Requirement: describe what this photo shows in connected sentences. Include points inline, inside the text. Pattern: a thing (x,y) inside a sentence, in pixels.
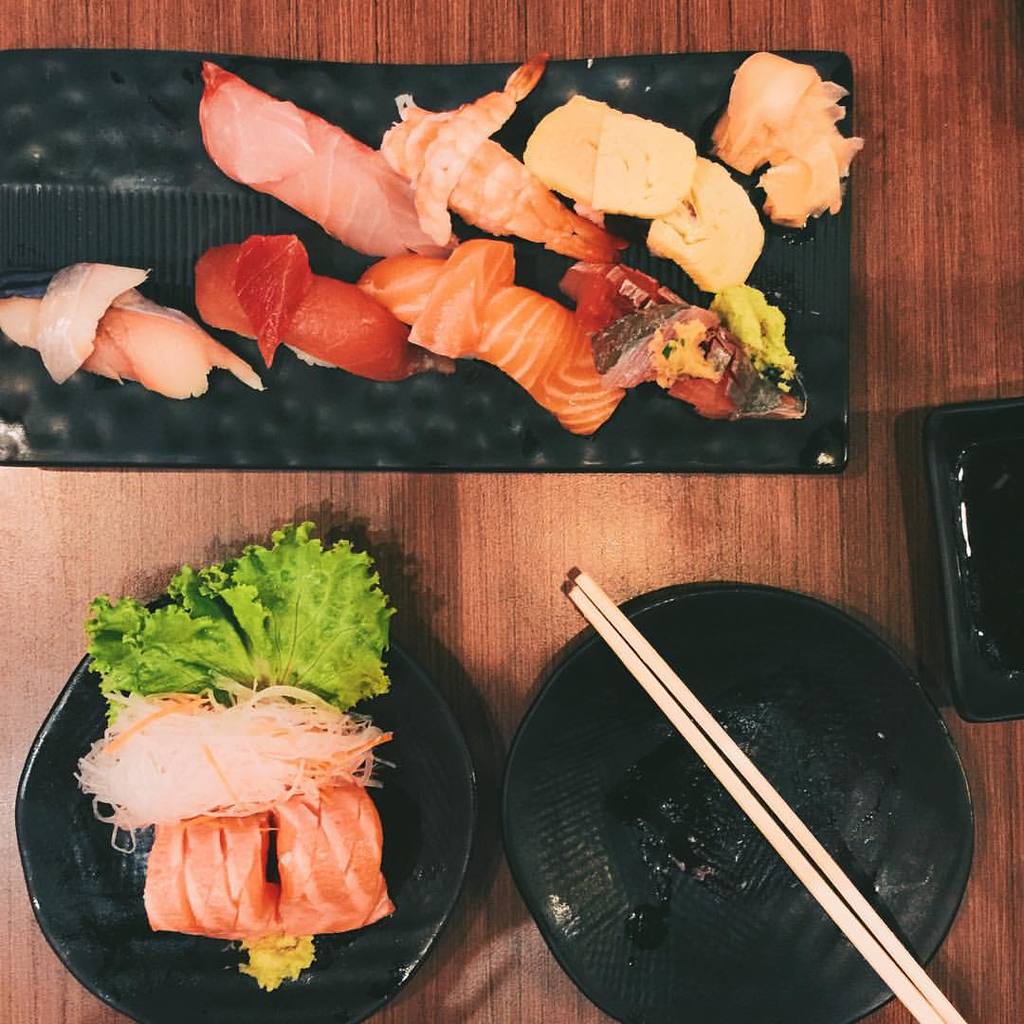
food (438,326) is placed in the plate (362,412) on a table (733,541). there are chopsticks (700,750) present.
